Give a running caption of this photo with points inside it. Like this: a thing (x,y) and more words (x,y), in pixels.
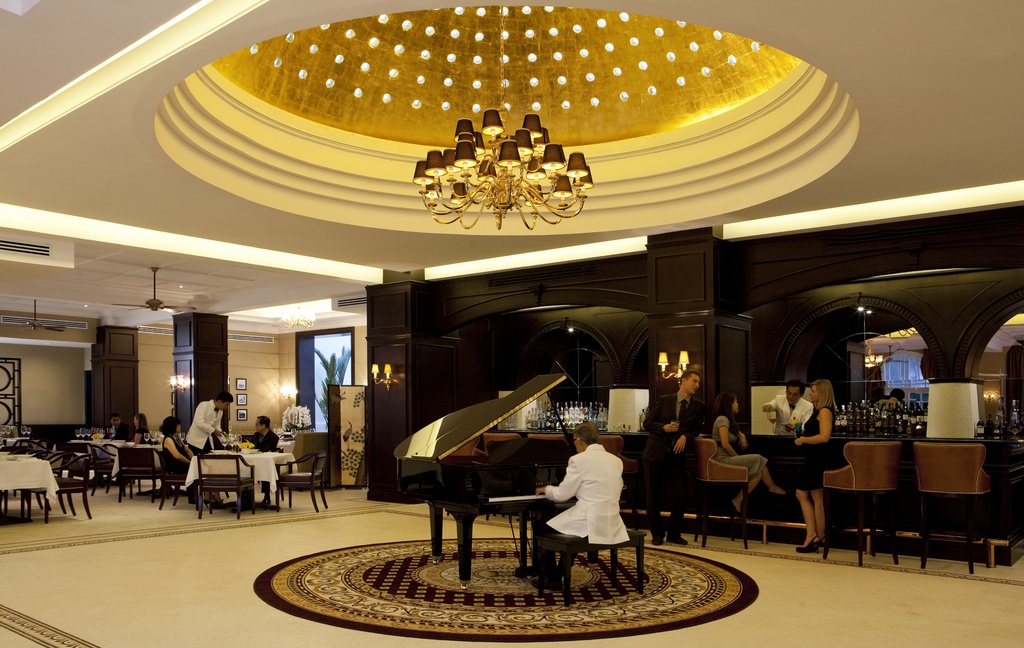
this picture describe about the inside view of the hotel (196,358) in which center we can see the man (595,502) wearing white coat (588,526) is sitting on chair (573,551) and playing the beautiful black piano (484,485) and a round carpet (684,614) on the flooring (634,636). On the top (601,20) we can see the dome design roofing (405,171) in which many lights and big chandelier (576,164) is placed, Beside we can see a woman (729,451) and man (686,413) discussing near bar counter (768,450) made of wooden arch design (750,359) containing many wine bottle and glasses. Behind we can see many dining table (25,492) on which one woman (184,460) and man (261,444) is sitting and enjoying the food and a waiter (210,438) wearing white coat (204,412) is serving the food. On the top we can see the fan (157,306) and ac vents (155,331).
